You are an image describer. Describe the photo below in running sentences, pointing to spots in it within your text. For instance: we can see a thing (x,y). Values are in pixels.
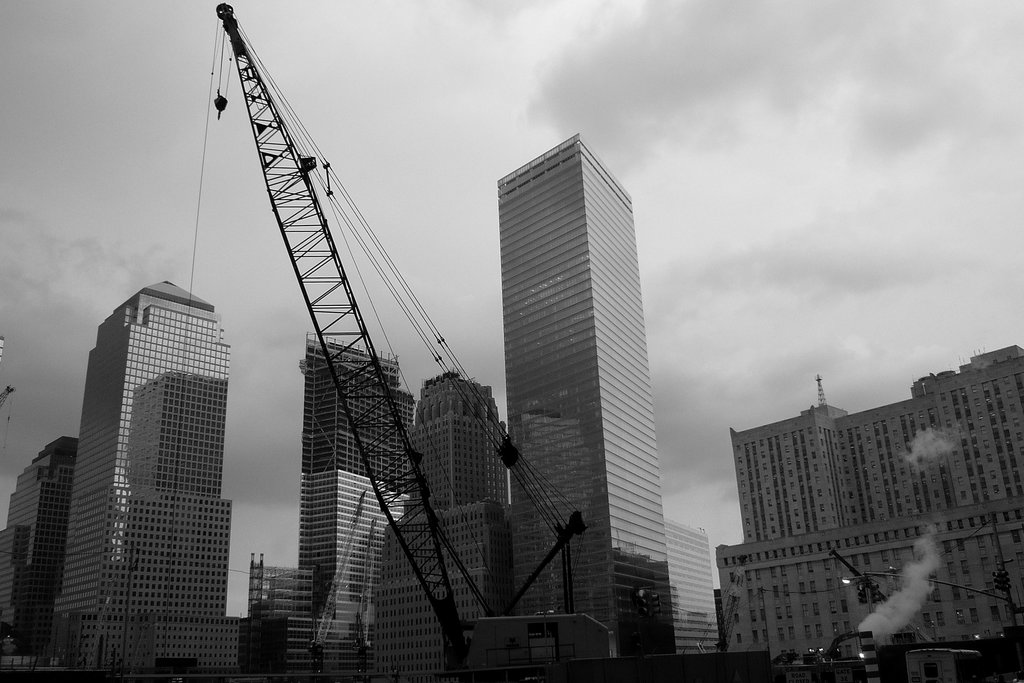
In the image we can see there are many buildings (807,557) around, this is a crane (413,451) along with the rope (419,303). We can even see smoke (898,612) and a cloudy sky (755,236).
